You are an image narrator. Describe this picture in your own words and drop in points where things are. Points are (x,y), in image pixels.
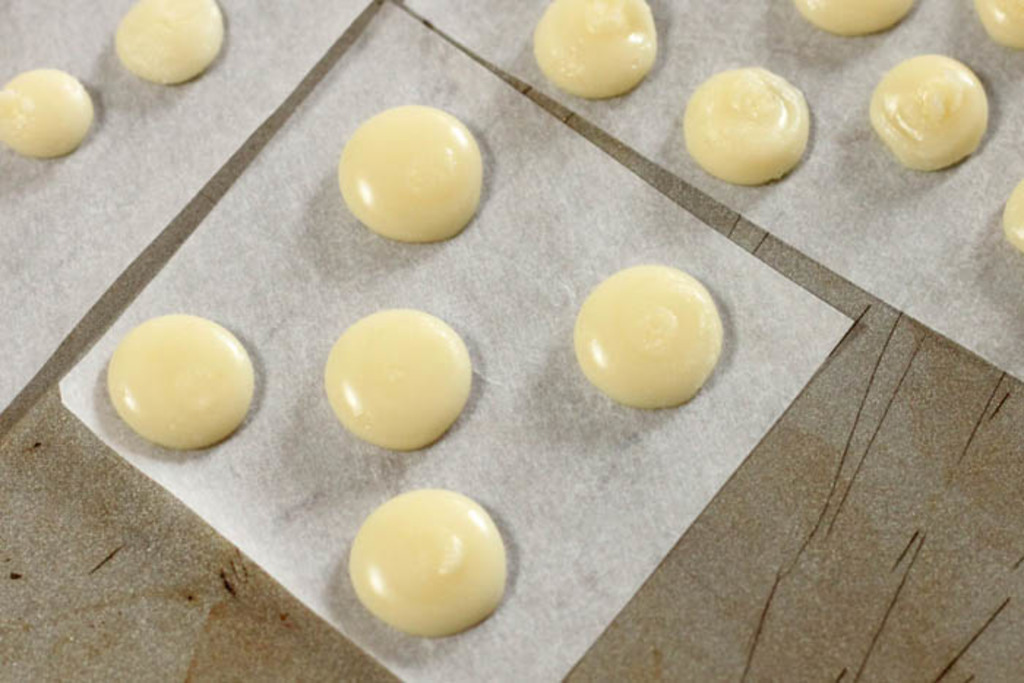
In this image, we can see some food items (402,216) on white colored objects (688,215) is placed on the surface (793,403).
